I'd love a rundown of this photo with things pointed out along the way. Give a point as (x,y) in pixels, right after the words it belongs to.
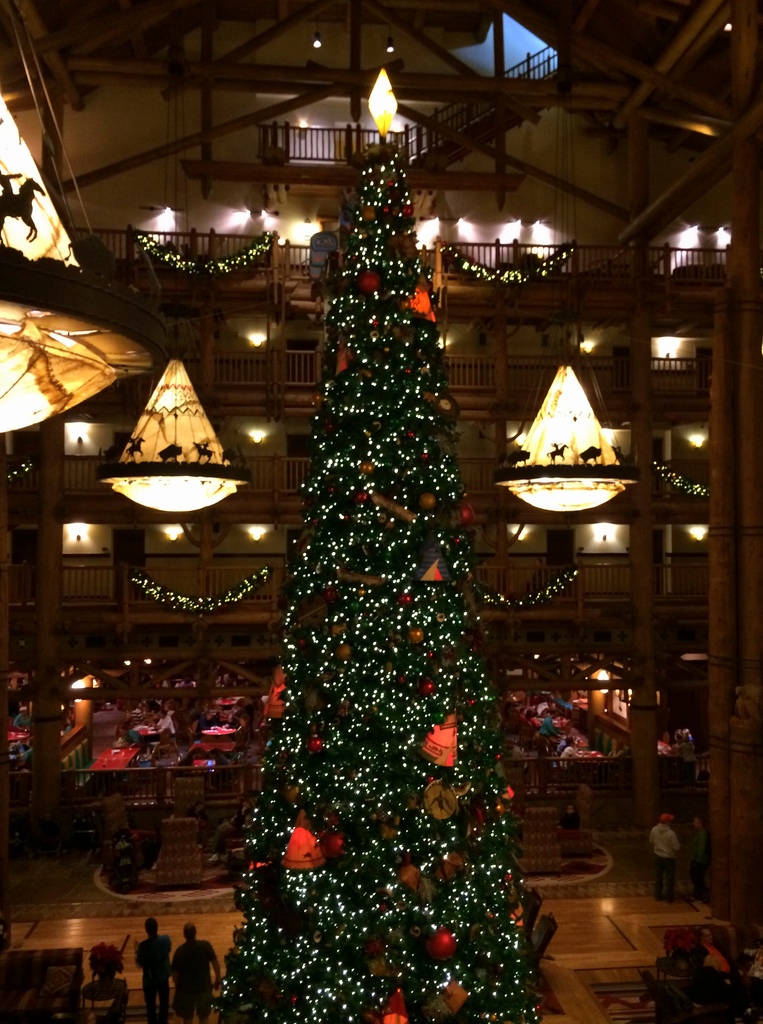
This is the picture of a building (480,181). In this picture there is a Christmas tree (424,604) in the foreground (396,535) and there are lights (380,811) and there are objects (408,599) on the tree (370,749). At the back (556,448) there are lights (567,453). At the bottom (143,942) there are group of people (143,942), few people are sitting and few people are standing. At the bottom (104,990) there are tables (113,992) and chairs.
